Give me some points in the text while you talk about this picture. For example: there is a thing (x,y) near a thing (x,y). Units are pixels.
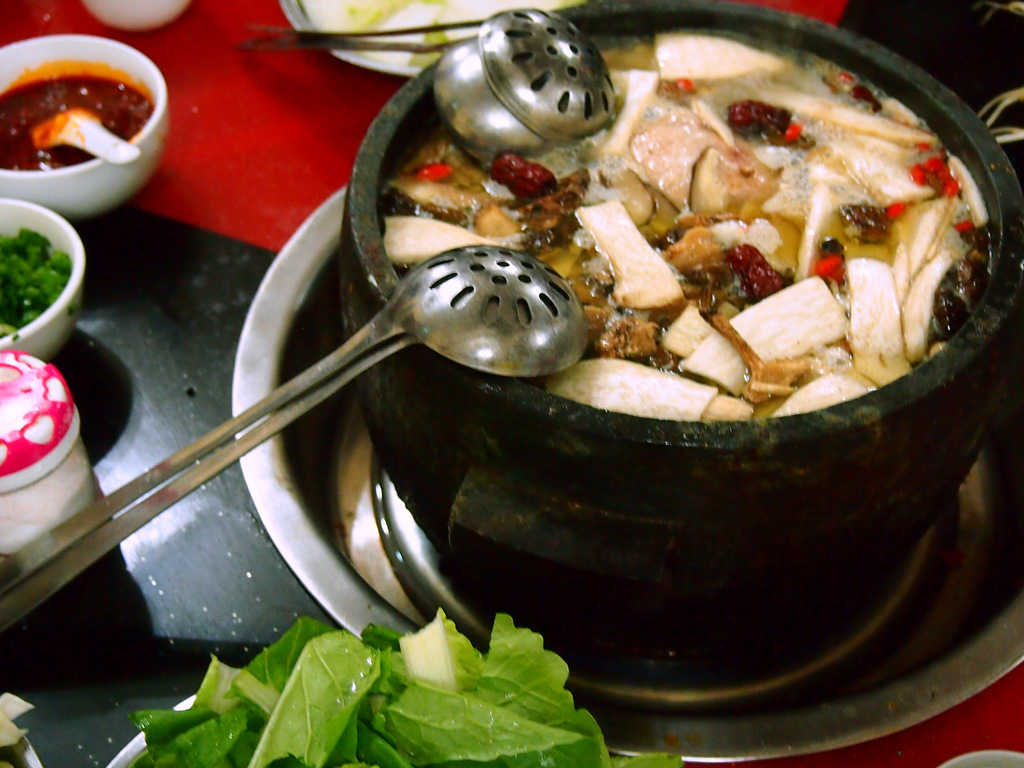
In this picture, we see a bowl (712,463) containing the spoons (602,66), water (724,91) and the food item (744,199) is placed in a vessel (345,476). At the bottom (250,683), we see a bowl (349,705) containing the leafy vegetables (223,689). On the left side (38,497), we see a box (18,471) in white and pink color. Beside that, we see the bowls (45,207) containing a spoon (85,135) and the food items (27,247) are placed on a black and red color table (182,281). At the top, we see a white plate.
